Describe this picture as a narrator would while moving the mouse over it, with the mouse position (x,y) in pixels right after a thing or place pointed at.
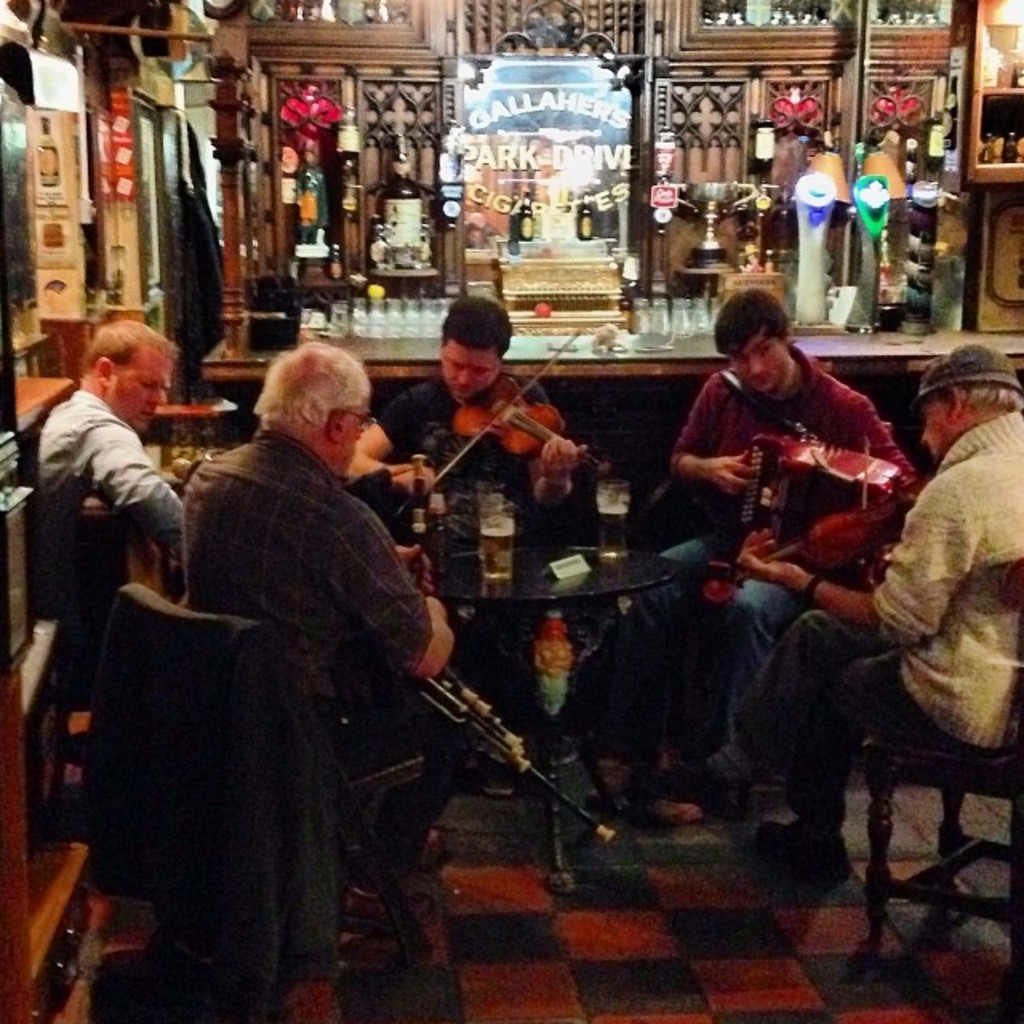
In the center of the image (682,461) there are five people (117,483) sitting on chairs (1018,813). There is a table (477,568) on which there is a glass (499,570). The person (471,306) sitting in center (550,459) is wearing a blue color t-shirt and he is playing a violin (481,410). Beside him there is a person (683,447) sitting on a chair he is wearing a red color shirt (837,393). At the background of the image (780,73) there is a bar counter (227,357).
